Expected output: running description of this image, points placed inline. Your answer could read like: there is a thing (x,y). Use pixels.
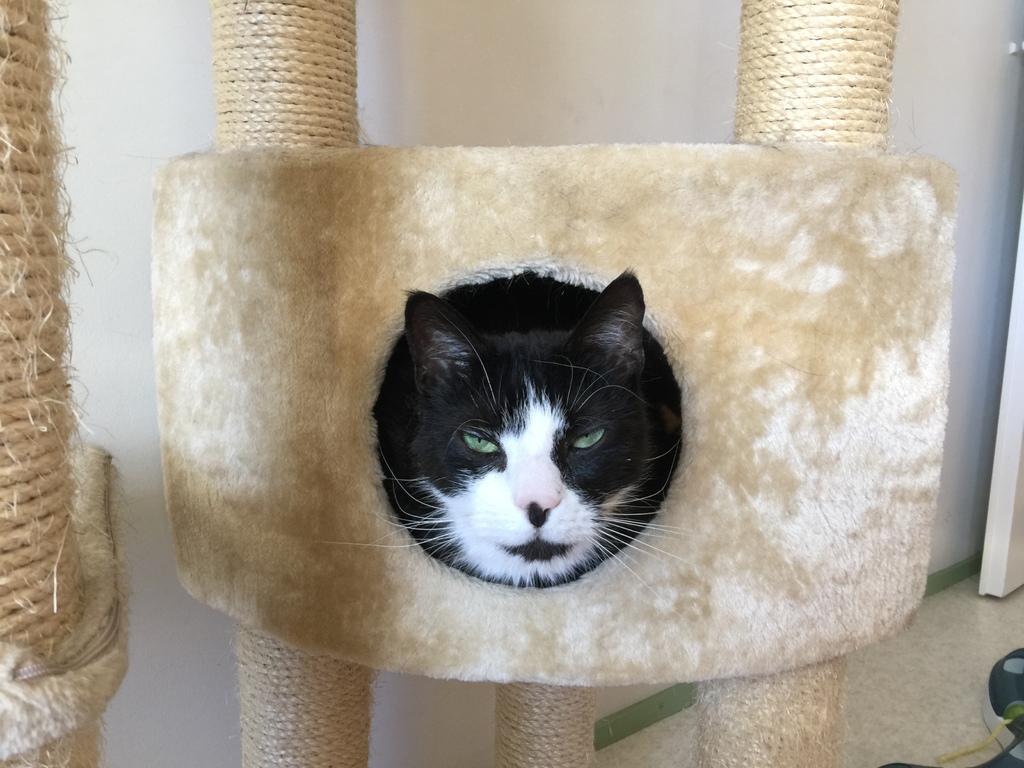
In the center of the image (457,396) we can see a cat (511,446) placed in the opening (505,383) of a shelf (340,599). We can also see some poles (301,23) with woolen thread (276,653). We can also see a device (990,737) placed on the surface (924,710) and a wall (517,111).
